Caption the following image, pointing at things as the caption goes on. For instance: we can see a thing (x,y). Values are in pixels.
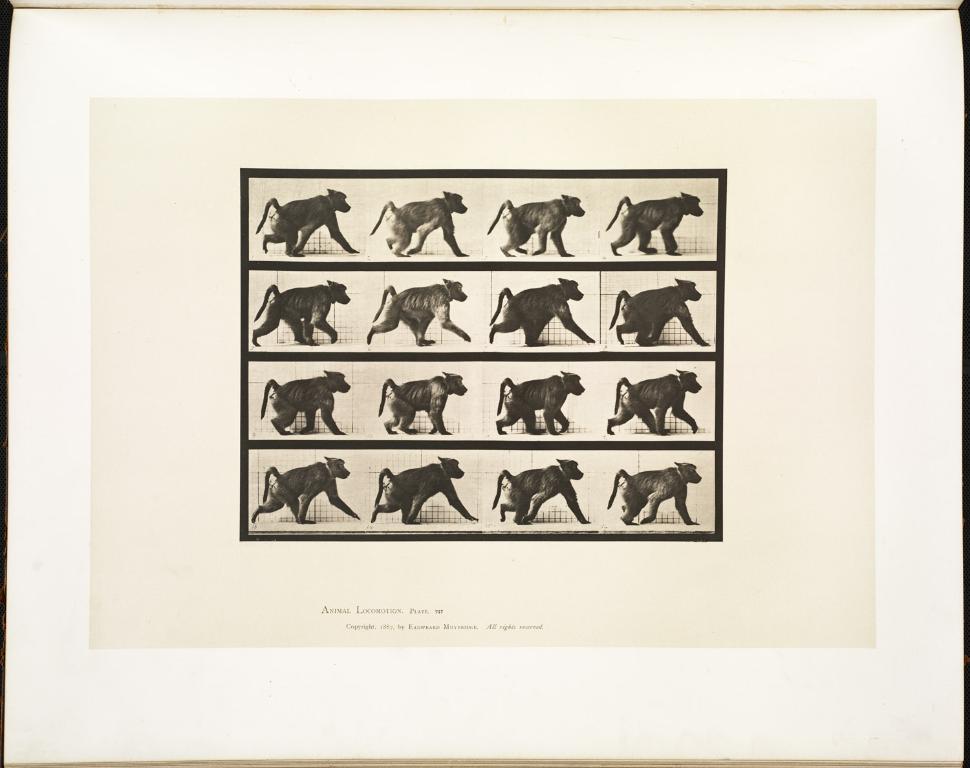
Here we can see poster (460,547) of animal (553,394).
